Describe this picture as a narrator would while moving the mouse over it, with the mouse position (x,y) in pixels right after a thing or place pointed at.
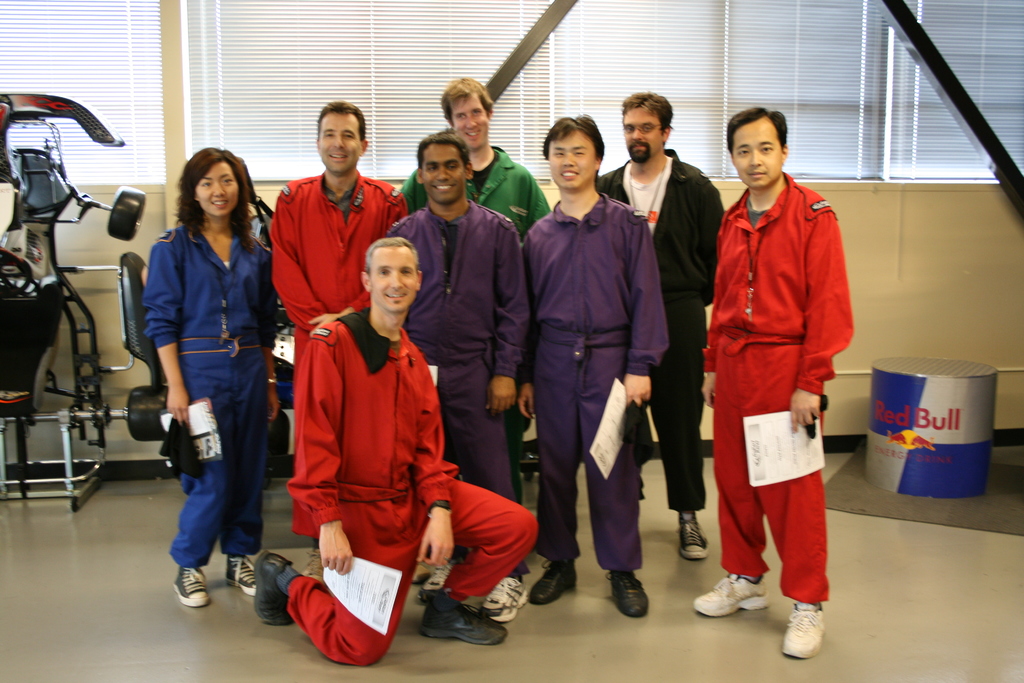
In this image, we can see persons (578,234) wearing clothes (401,400). There is a machine (10,401) on the left side of the image (46,205). There is a drum (933,414) on the right side of the image (955,435). There is a window (477,55) at the top of the image (399,32).
